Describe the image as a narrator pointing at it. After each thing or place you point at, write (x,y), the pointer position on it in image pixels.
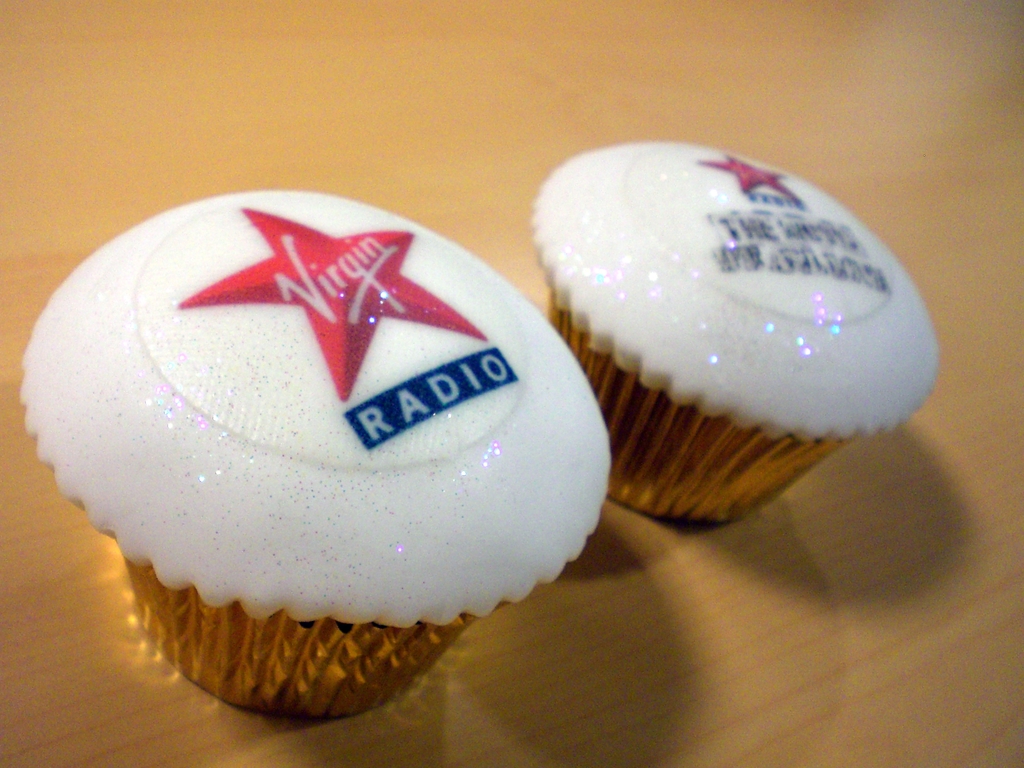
In this image I can see few cupcakes (522,347) and I can see the red color stars (373,281) and something is written on it. They are on the brown color surface (764,560).
